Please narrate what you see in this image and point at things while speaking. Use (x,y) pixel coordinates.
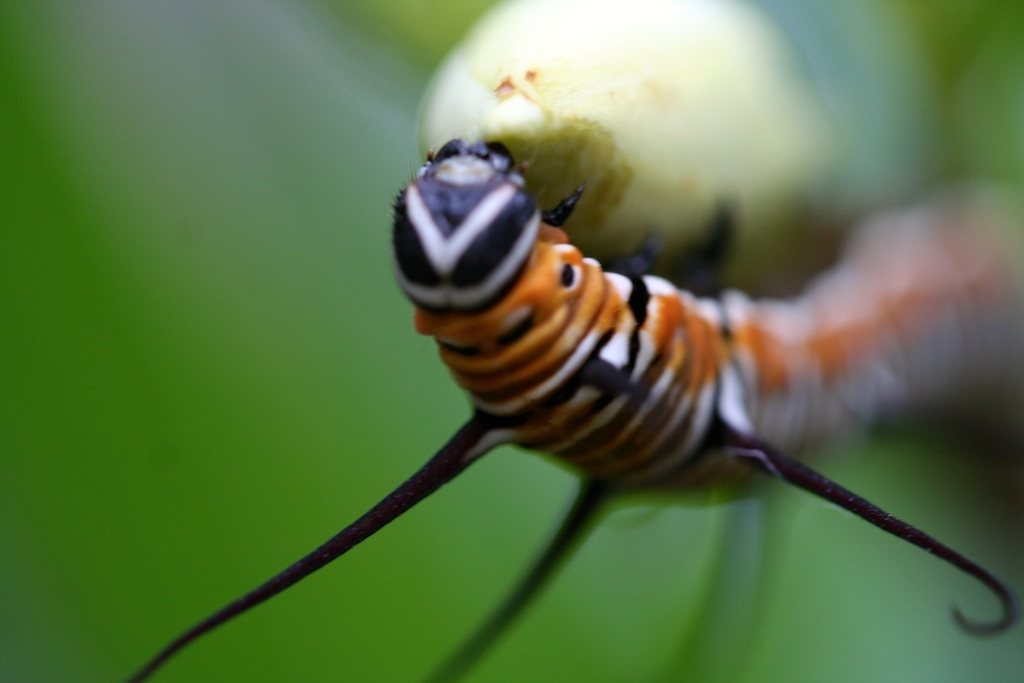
In this image I can see an insect (513,310) which is in black, white and an orange color. It is on the green color object (663,32). And I can see the green background (19,624).
